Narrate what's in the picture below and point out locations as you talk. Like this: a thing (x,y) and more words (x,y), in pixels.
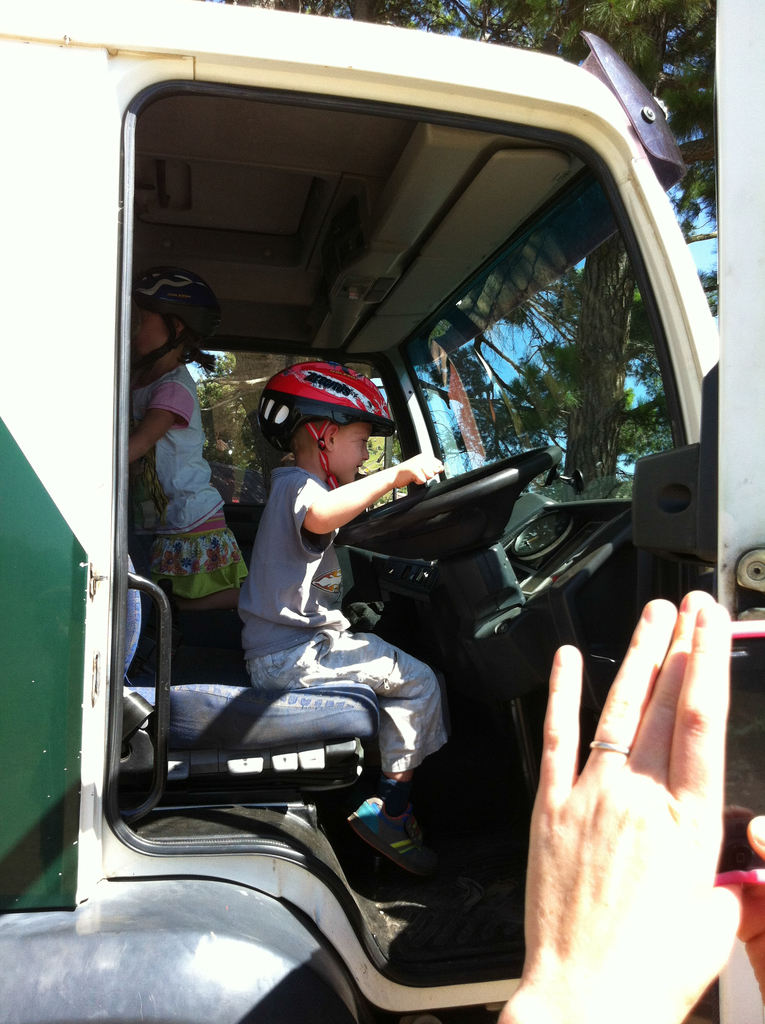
In this image we can see a child (314,487) sitting in the vehicle (340,729) and holding a steering (474,475) in his hands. We can see a person hand (613,865) holding mobile phone (749,801). In the background (187,458) we can see a child (187,447) standing and trees (565,382) through glass (574,347).
